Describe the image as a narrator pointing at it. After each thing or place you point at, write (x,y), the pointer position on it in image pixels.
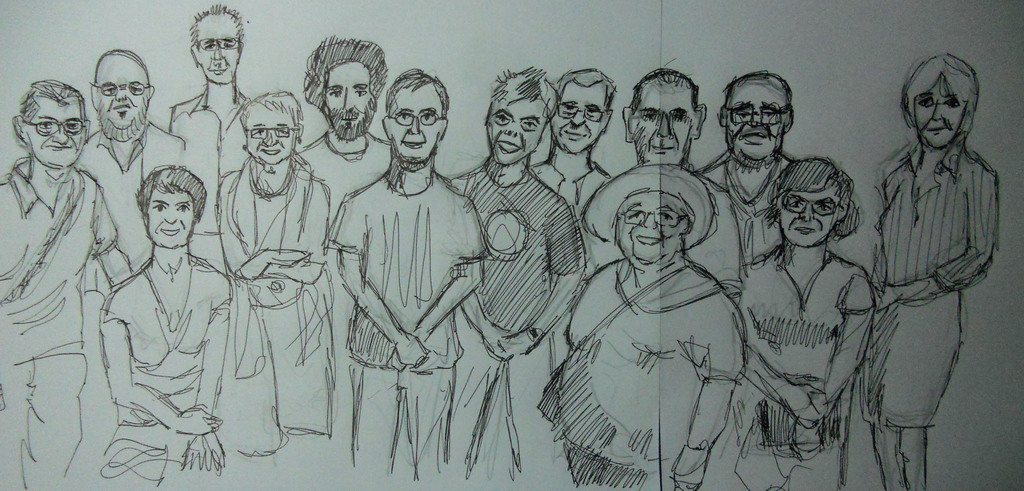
In this image there is a sketch of few people (332,233).
